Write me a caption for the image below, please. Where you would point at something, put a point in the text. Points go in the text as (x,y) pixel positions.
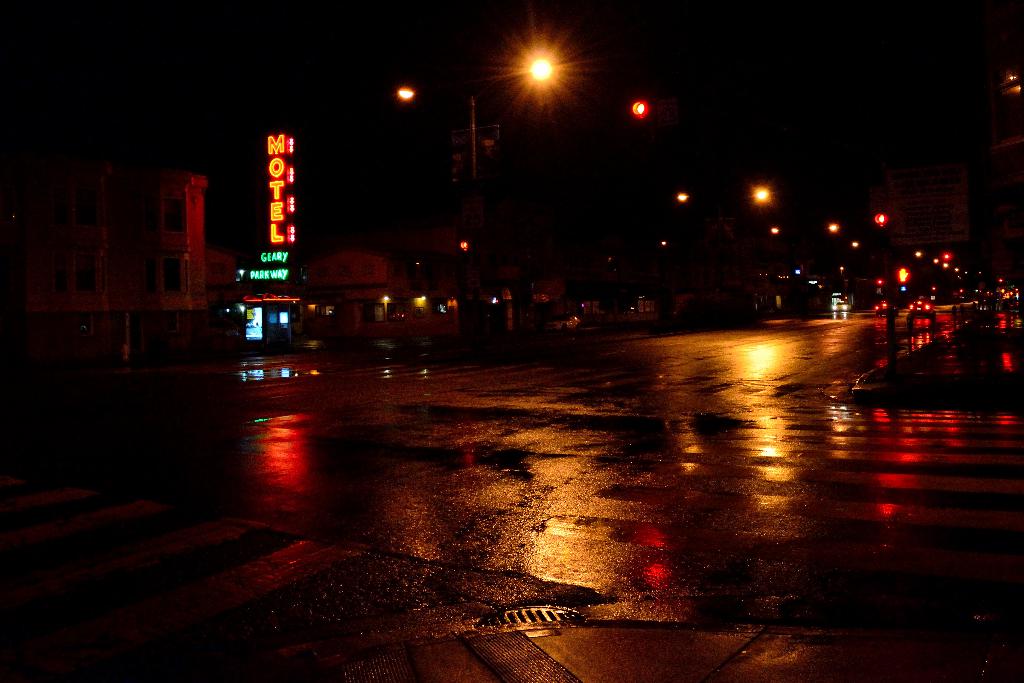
This image is taken at night time. In this image we can see there are buildings (110,235), street lights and a few vehicles (834,290) on the road (779,346). The background (840,81) is dark.
